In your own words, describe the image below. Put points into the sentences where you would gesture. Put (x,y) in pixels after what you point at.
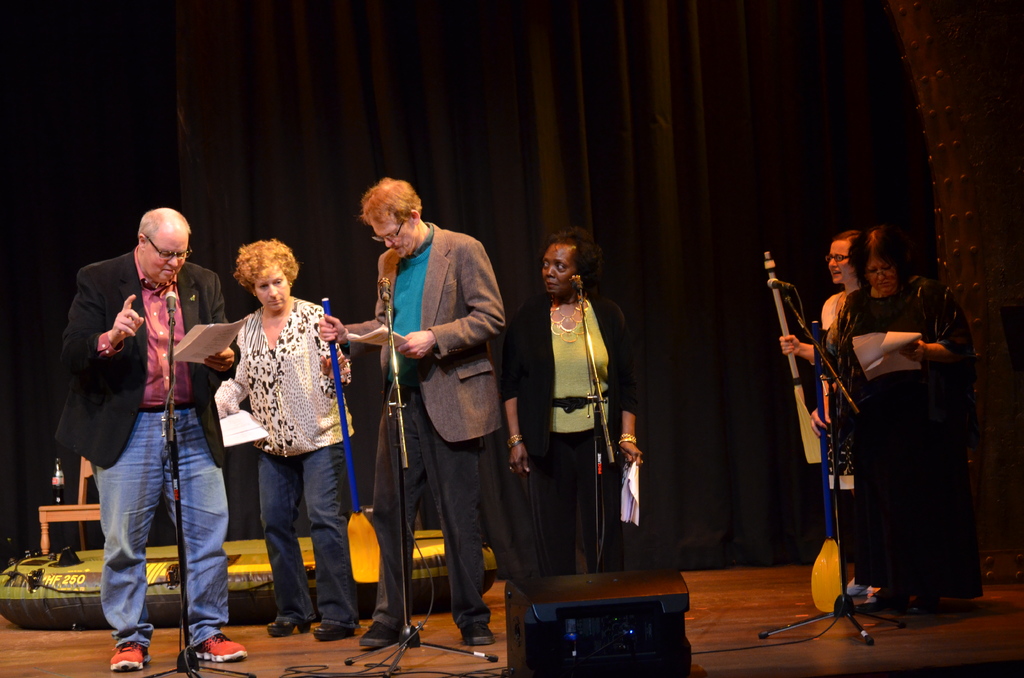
In this picture there are people (834,273), among them these five people (139,359) are holding papers (891,363) and these three people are holding paddles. We can see device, cables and object (252,597) on the floor (277,639). In the background of the image (28,154) it is dark and we can see bottle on a chair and curtains (707,88).
